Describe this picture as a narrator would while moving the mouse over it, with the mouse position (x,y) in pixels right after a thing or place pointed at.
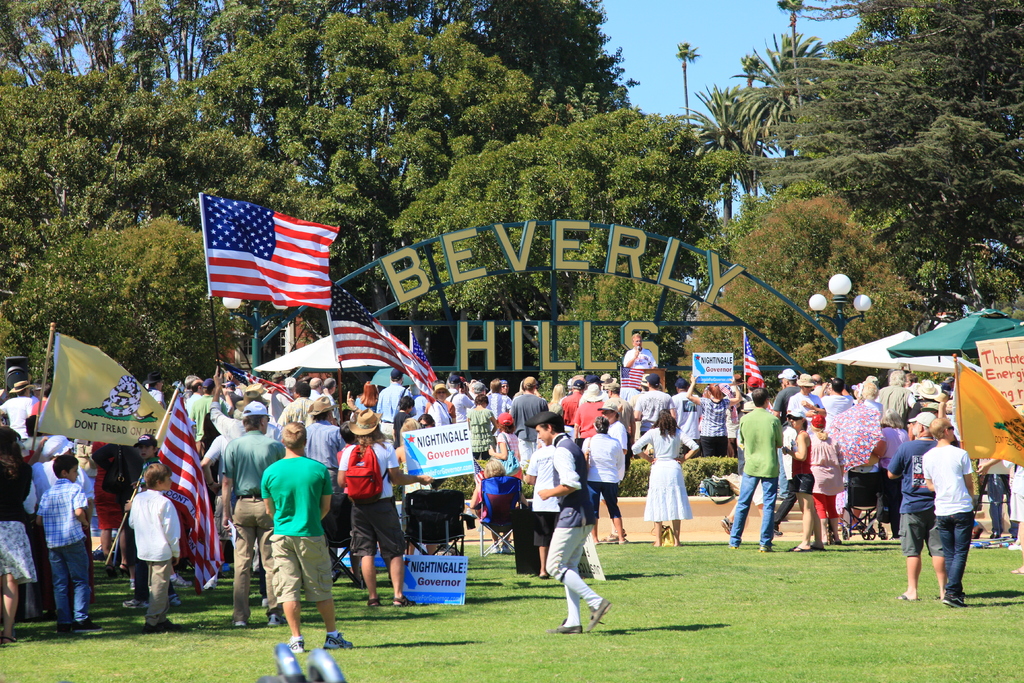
In this image we can see a name arch (491,355), trees (494,145), sky (651,92), street poles (839,339), street lights (863,309), parasols (904,353), flags (122,391), flag posts (133,503) and persons (276,526) standing on the ground (252,611).
